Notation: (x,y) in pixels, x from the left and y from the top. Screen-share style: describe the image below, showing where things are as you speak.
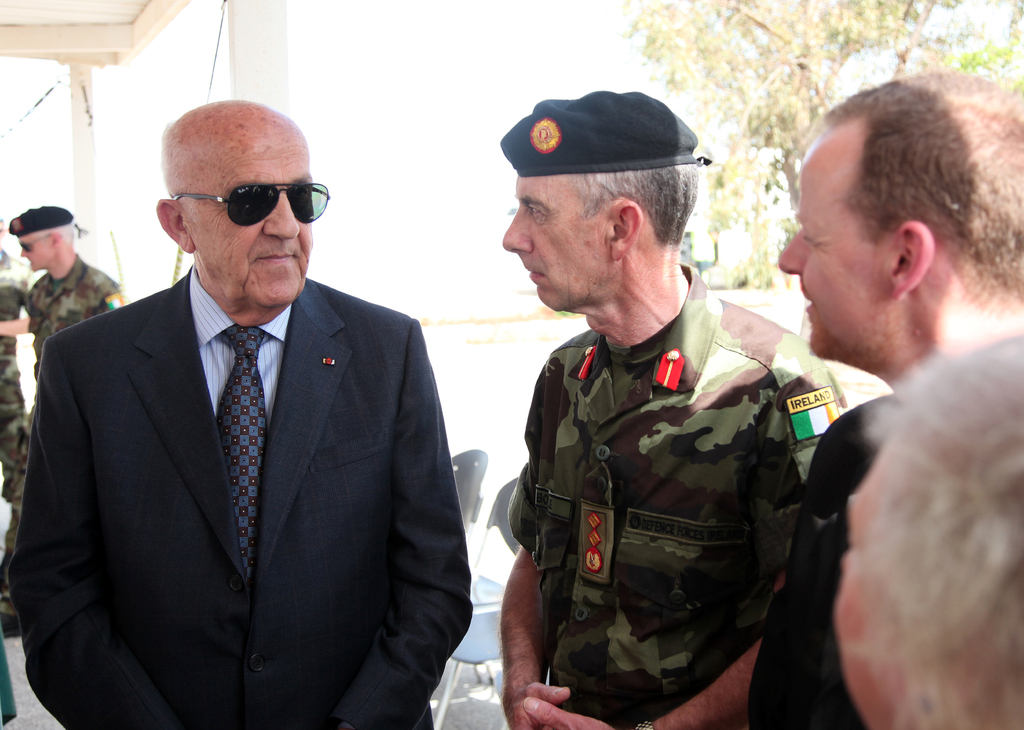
In this image we can see three men (179,563). One man (190,594) is wearing a black coat (199,604) with shirt (215,379) and tie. The other man (631,593) is wearing army uniform (625,582) and the third one (812,686) is wearing black dress (838,466). Behind them, wooden poles (251,80) and trees (807,59) are there. Left side of the image (66,277) two persons (52,314) are standing wearing army uniform (14,318). We can see chairs (472,507) in the middle of the image (473,475).
